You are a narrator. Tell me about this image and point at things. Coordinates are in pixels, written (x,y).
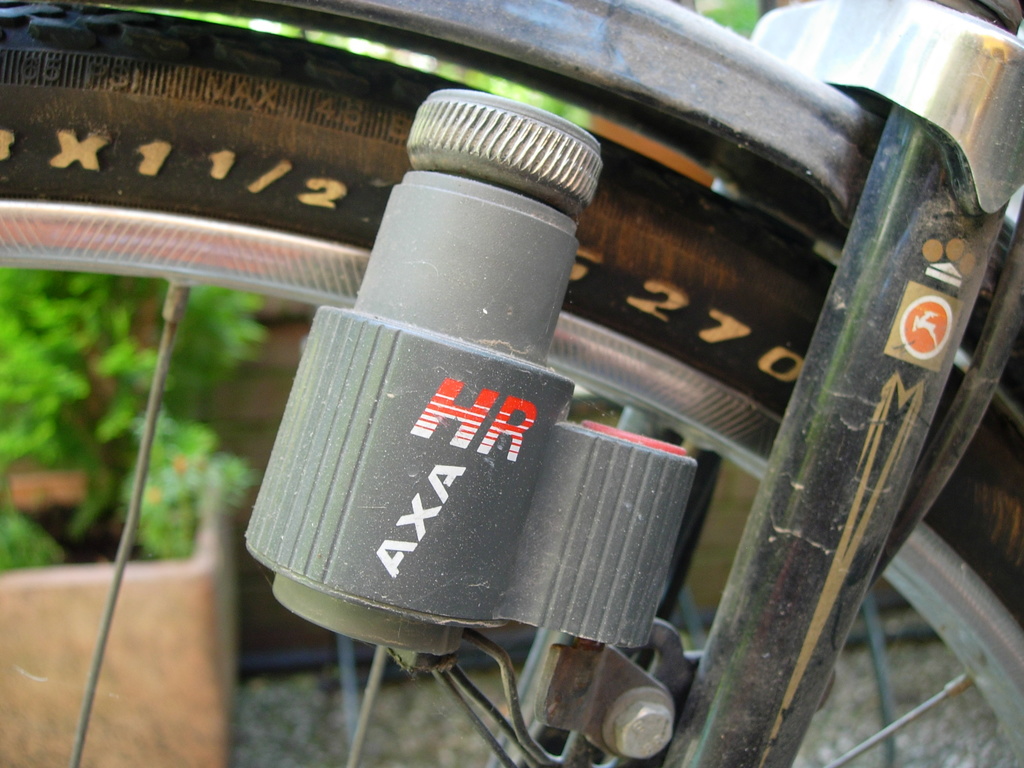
In this picture we can see bicycle wheel (375,165), dynamo (515,501), fork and cables (484,729). In the background of the image (136,530) we can see leaves (198,379) and pot (174,577).
